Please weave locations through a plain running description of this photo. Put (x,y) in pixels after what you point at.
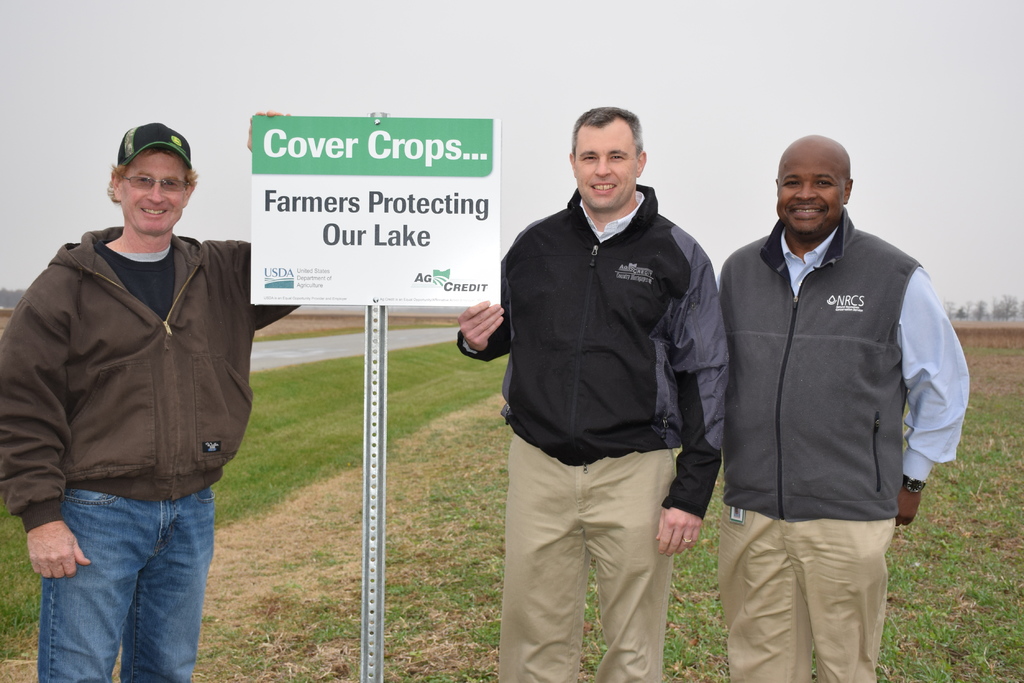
In this picture we can see few people (481,335), they are all smiling, on the left side of the image (96,322) we can see a man (144,259), he wore spectacles (149,184) and a cap (125,162), beside him we can find a board (357,272) and a metal rod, in the background (413,466) we can see grass (413,466) and few trees (956,315).
